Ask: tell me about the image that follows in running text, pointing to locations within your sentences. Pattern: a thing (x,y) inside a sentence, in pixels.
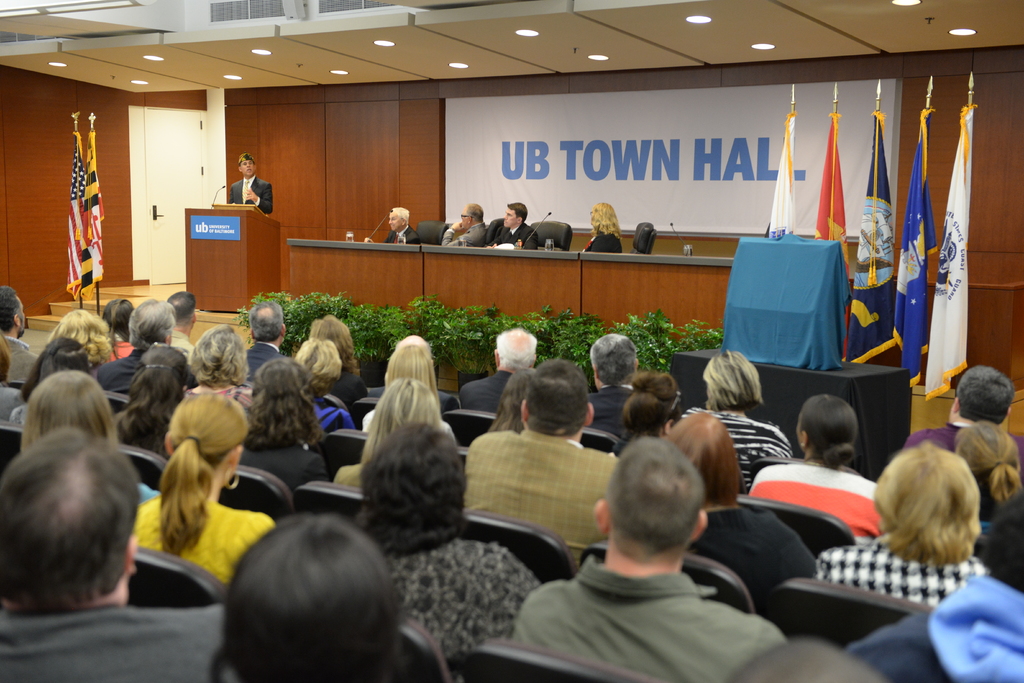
In this image we can see a group of people (609,460) sitting on chairs (341,400). On the right side of the image (919,294) we can see flags (921,244) on poles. In the center of the image (408,321) we can see group of plants (640,370), some microphones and glasses (350,237) placed on the table (630,276). On the left side of the image (93,230) we can see a person (258,191) standing in front of a podium (262,253), some flags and stairs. In the background (559,123), we can see a banner (682,120) with some text (752,180) and some lights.
